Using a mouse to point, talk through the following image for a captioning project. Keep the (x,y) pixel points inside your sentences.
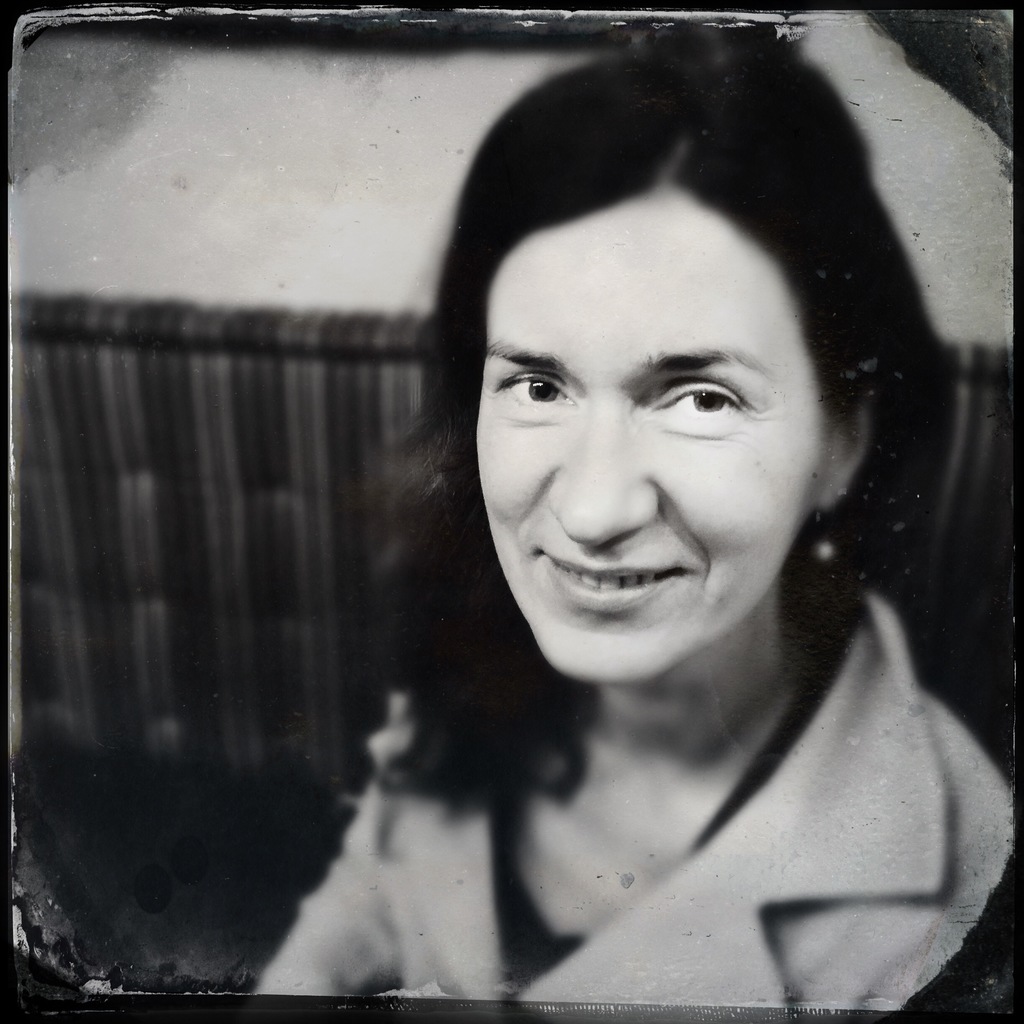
In this image we can see a black and white image of a woman (462,685).
